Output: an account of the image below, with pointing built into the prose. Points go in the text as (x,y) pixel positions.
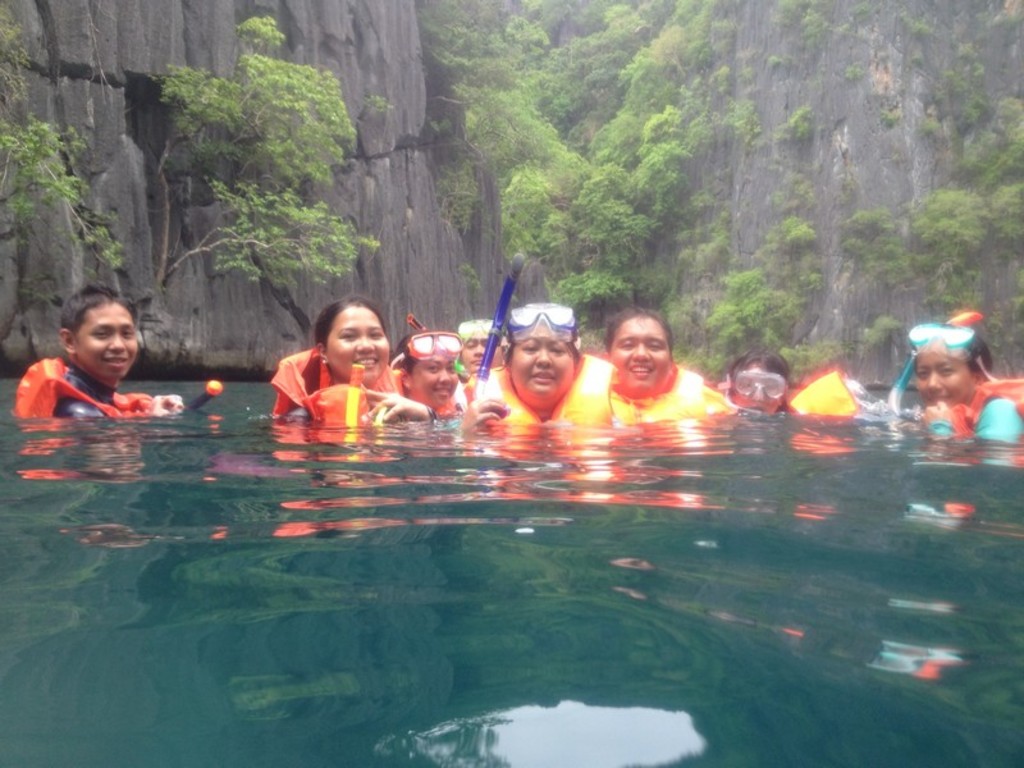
In the center of the image (468,382) some persons (550,366) are present in water (681,554) and wearing jacket (587,387), some of them are holding an object's (489,352). In the background of the image (430,209) we can see mountains (901,13), trees (545,112). At the bottom of the image (547,640) there is a water (515,629).
